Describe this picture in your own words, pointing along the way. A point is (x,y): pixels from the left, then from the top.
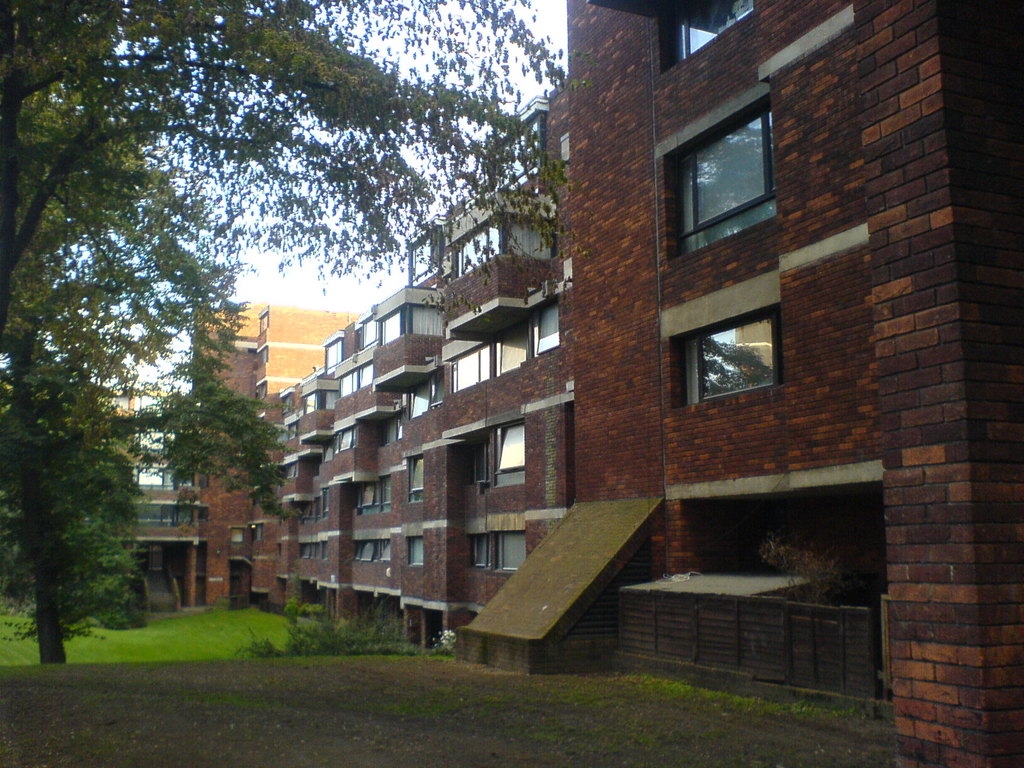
In this image there are buildings (416,483), in front of the building (363,521) there is grass (189,636) on the surface (156,630) and there is a tree (116,272).
